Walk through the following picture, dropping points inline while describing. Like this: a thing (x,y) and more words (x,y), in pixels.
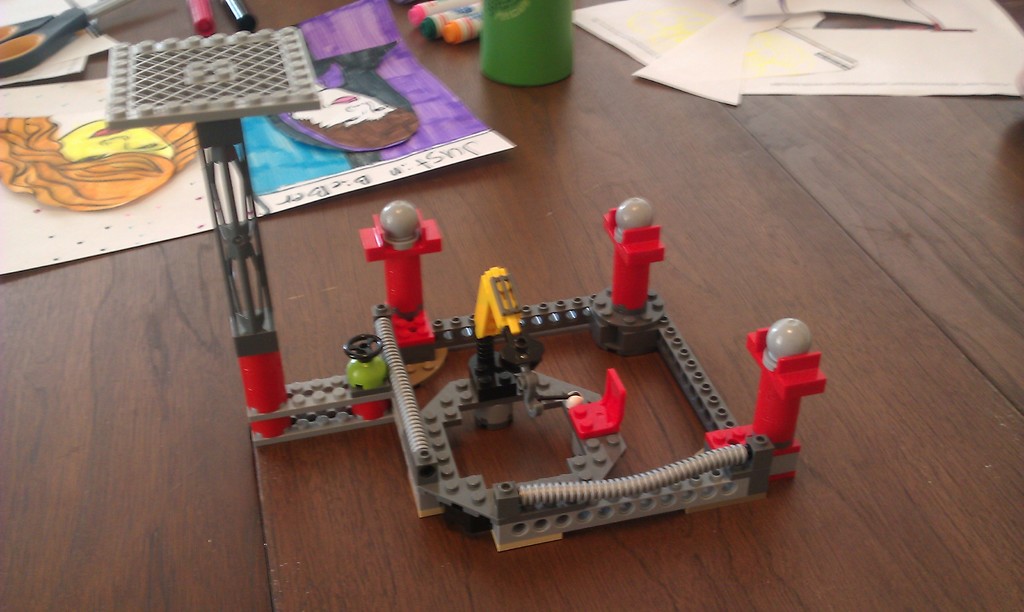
In the image there is a table (915,320). On table (749,187) we can see a paintings (331,153), toy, papers (771,66), markers (417,14) and a scissor (10,58).
